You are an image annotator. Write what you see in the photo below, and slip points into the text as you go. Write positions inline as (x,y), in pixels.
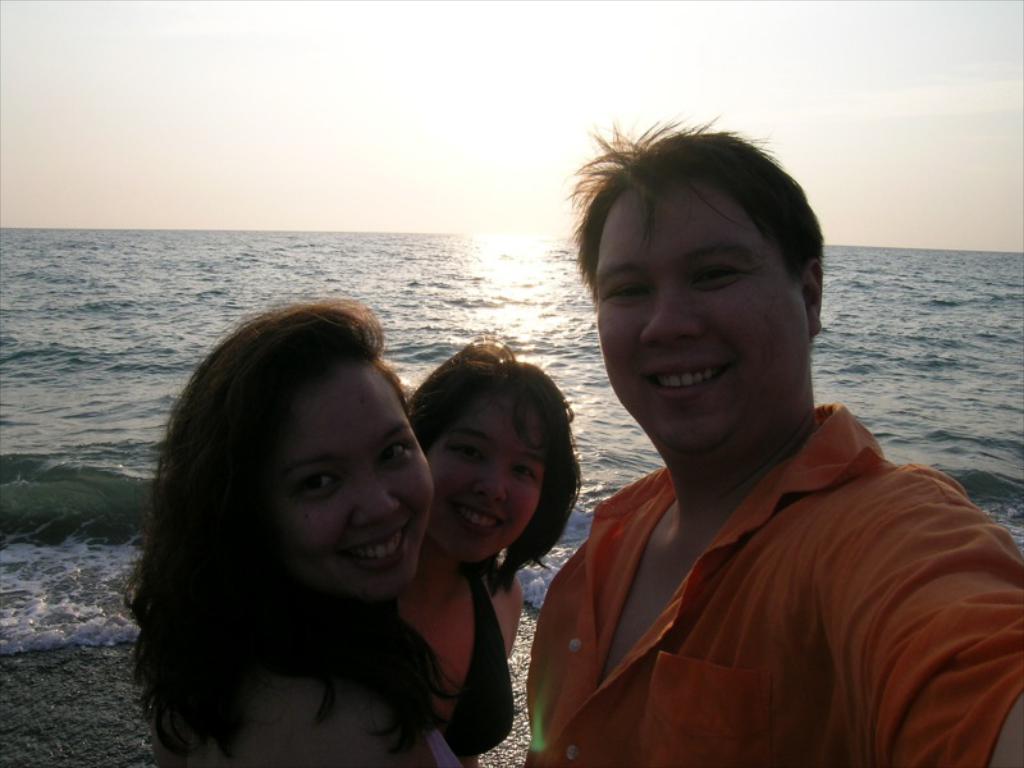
In this image there are three people (573,700) standing near the sea (53,318), in the background (111,202) there is the sky (609,112).
